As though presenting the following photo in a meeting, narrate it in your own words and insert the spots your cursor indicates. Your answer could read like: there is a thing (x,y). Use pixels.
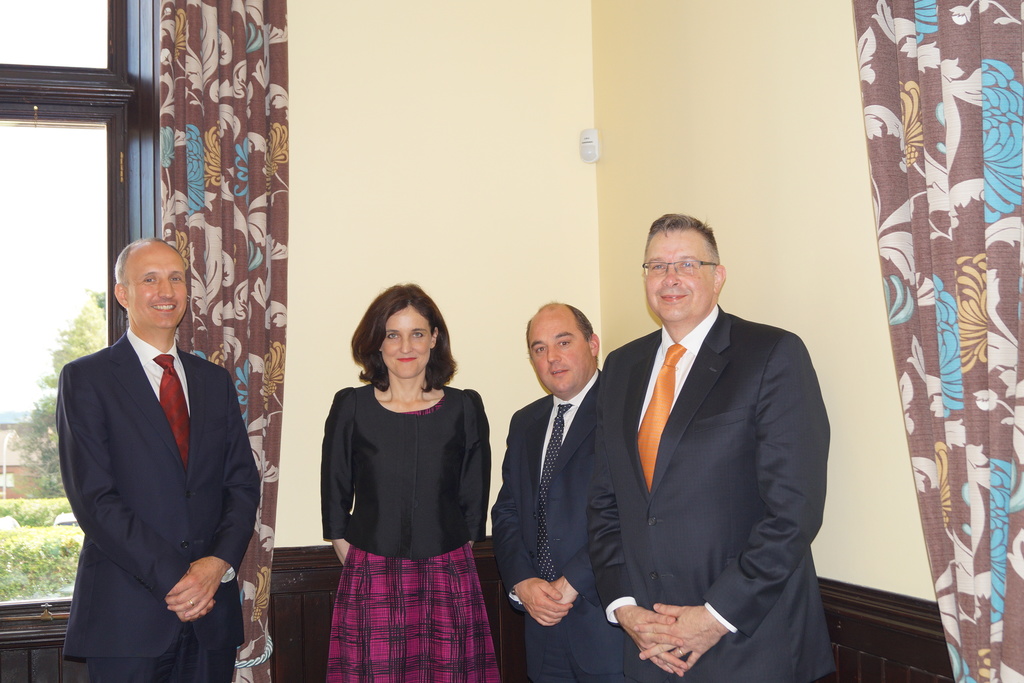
In this image in front (773,447) there are four people (518,548) wearing a smile on their faces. Behind them there is a wall (611,133). There are curtains (261,220). There is a glass window (51,259) through which we can see trees (48,474), buildings (10,472) and sky (44,306).
